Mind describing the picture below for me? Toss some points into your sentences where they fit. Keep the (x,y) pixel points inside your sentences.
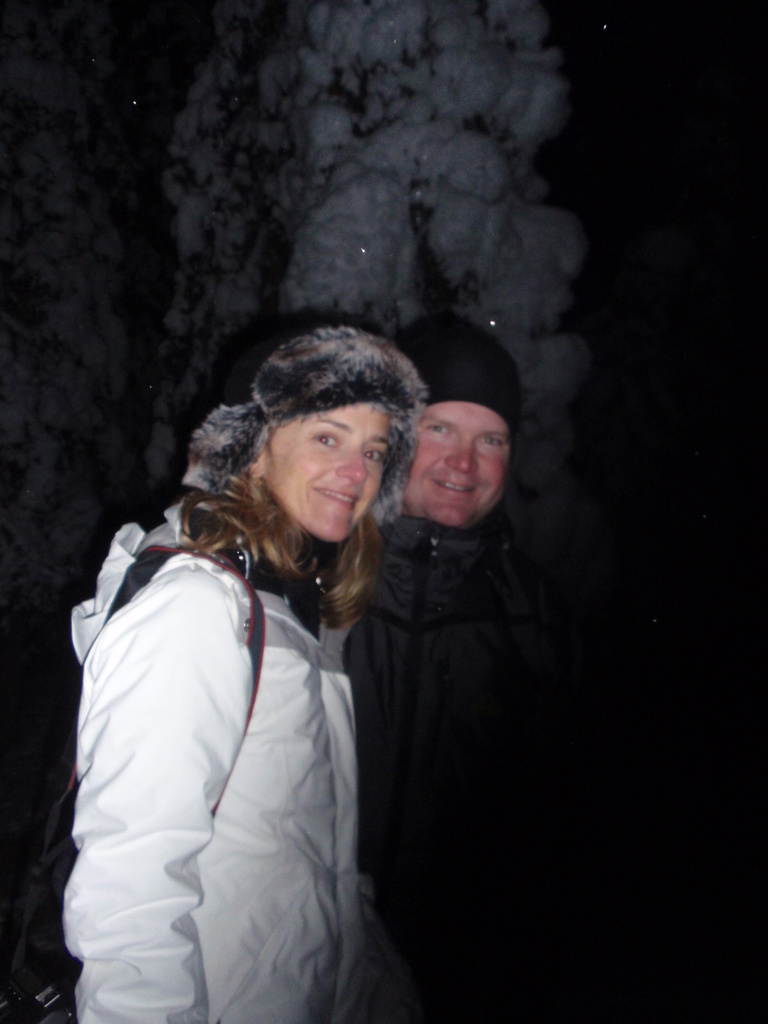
In the foreground of this picture (256,647) we can see the two people (396,618) wearing jackets (319,684), hats (406,395), smiling and standing. In the background (601,406) we can see some objects (360,148), the background of the image (683,124) is very dark and we can see a backpack (129,574).
